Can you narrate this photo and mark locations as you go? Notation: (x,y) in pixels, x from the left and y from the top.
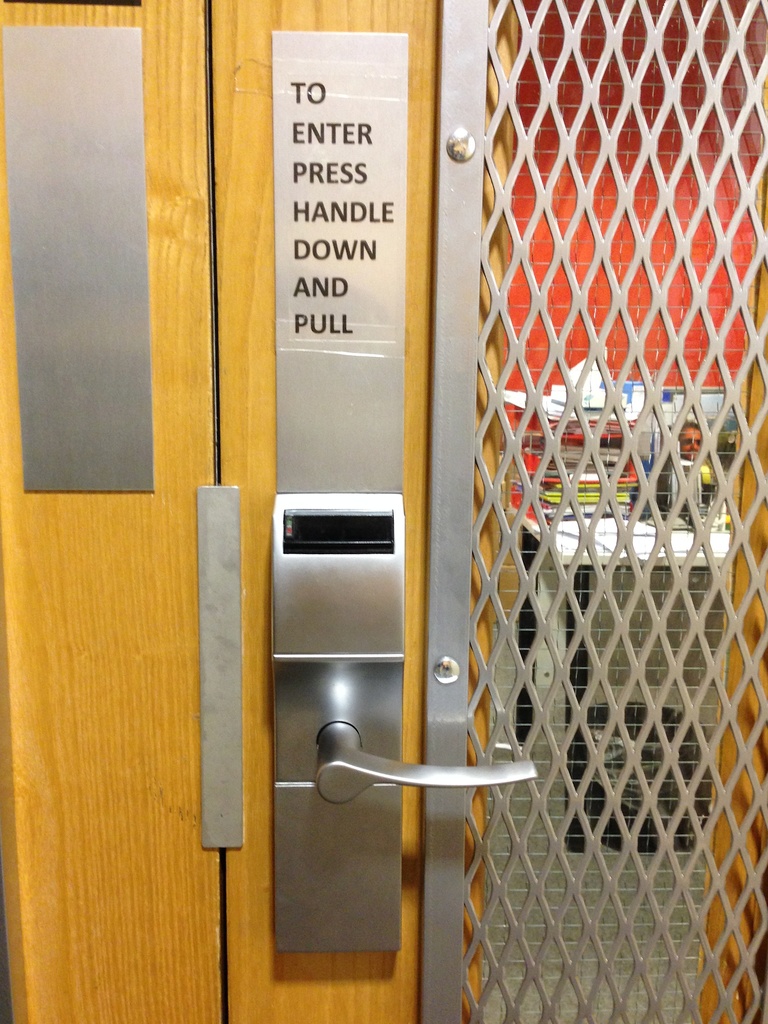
This picture is clicked inside. In the foreground (633,78) we can see the mesh (633,765) and a wooden door (205,866) and we can see the handle (360,785) of a door (380,738) and we can see the text (327,279) on the door (353,335). On the right corner (572,549) we can see the table (535,530) on the top of which we can see many number of files (584,470) are placed and there is a person (693,442). In the background (650,90) there is a wall (598,282).
